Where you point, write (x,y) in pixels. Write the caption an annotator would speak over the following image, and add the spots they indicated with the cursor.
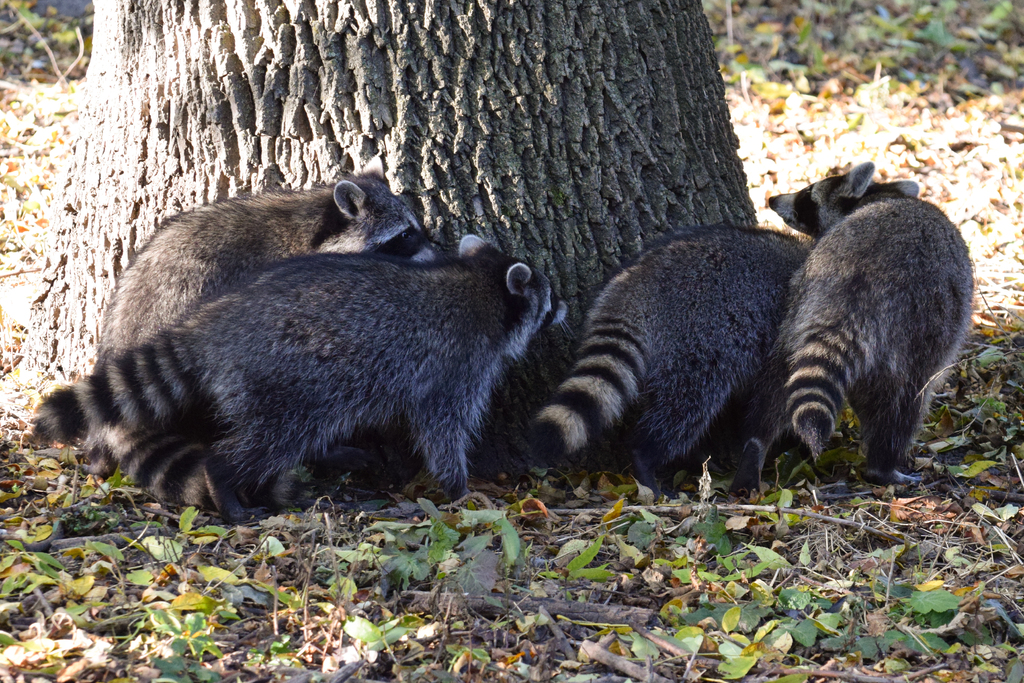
This image consists of animals (226,323) walking on the ground (416,595). At the bottom (360,538), there are dry leaves (529,543). In the front (717,139), there is a tree (456,152). It looks like it is clicked in a forest (692,204).
